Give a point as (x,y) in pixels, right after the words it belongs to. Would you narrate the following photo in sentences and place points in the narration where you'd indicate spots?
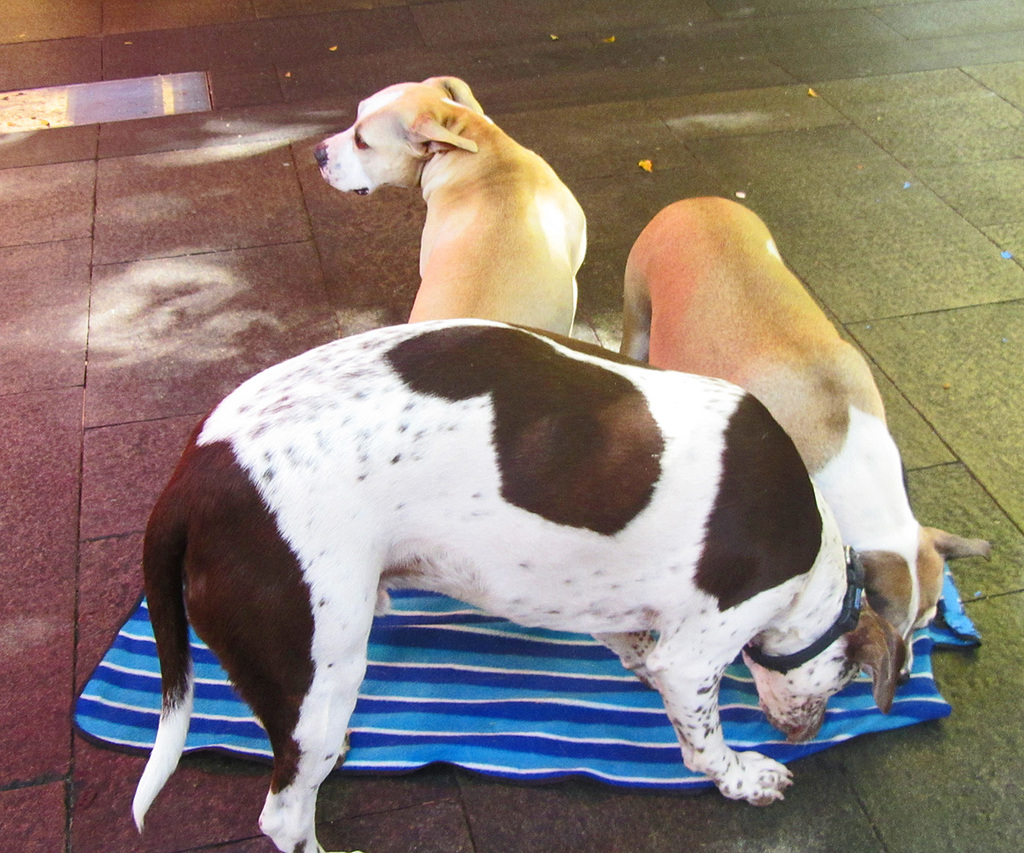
In this image we can see there are three dogs (663,569) near a towel (760,708) on the floor (1,110).
